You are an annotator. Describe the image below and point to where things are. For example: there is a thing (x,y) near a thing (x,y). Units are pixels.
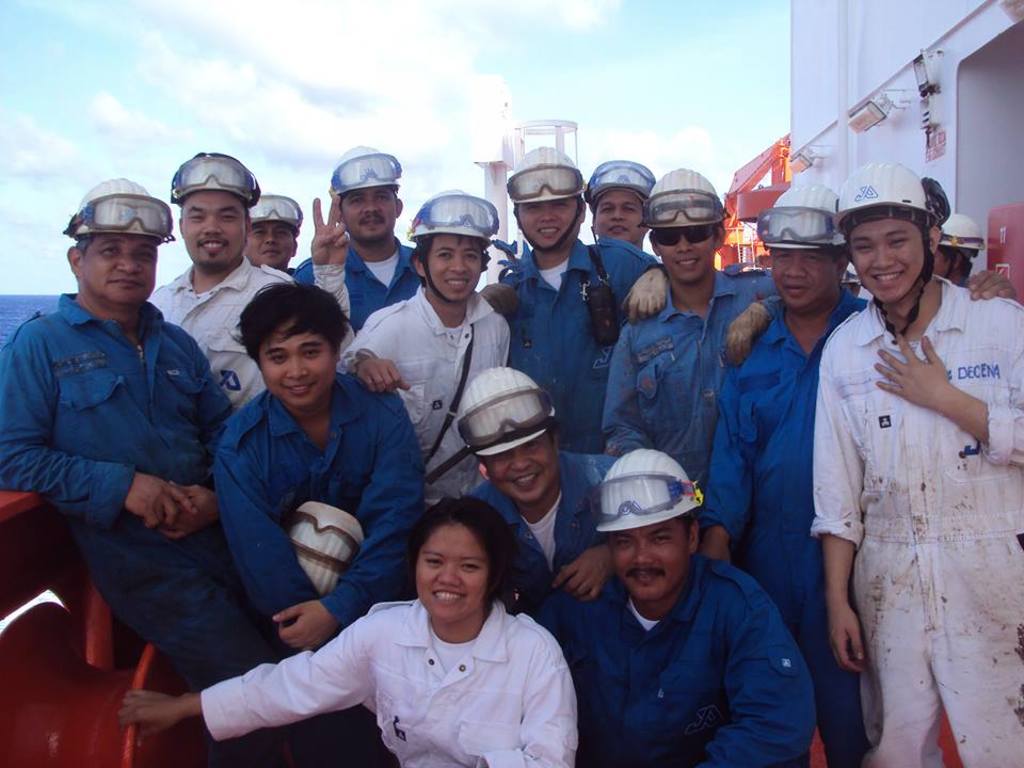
In the front of the image (480,389) there are people (117,549) and an object (114,658). People (452,654) wore helmets (873,179) and goggles (251,179). In the background of the image (471,179) there is water (13,305), cloudy sky (636,79), wall (833,75), lights (934,70) and objects (747,172).
